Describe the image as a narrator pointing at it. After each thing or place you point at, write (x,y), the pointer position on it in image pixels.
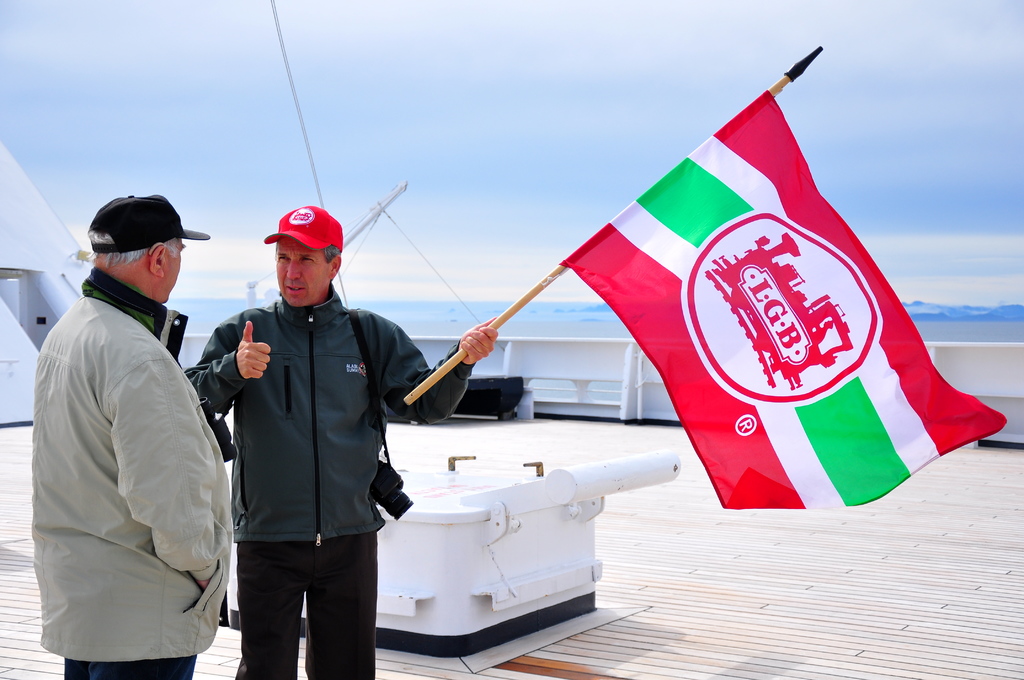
In this image we can see two persons (210,436) are standing on the left side (337,401). I think this is a boat (554,460), one man (368,426) wearing the red color cap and holding red color flag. On the backside (977,334) we can see the water (977,334) and sky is clear.
